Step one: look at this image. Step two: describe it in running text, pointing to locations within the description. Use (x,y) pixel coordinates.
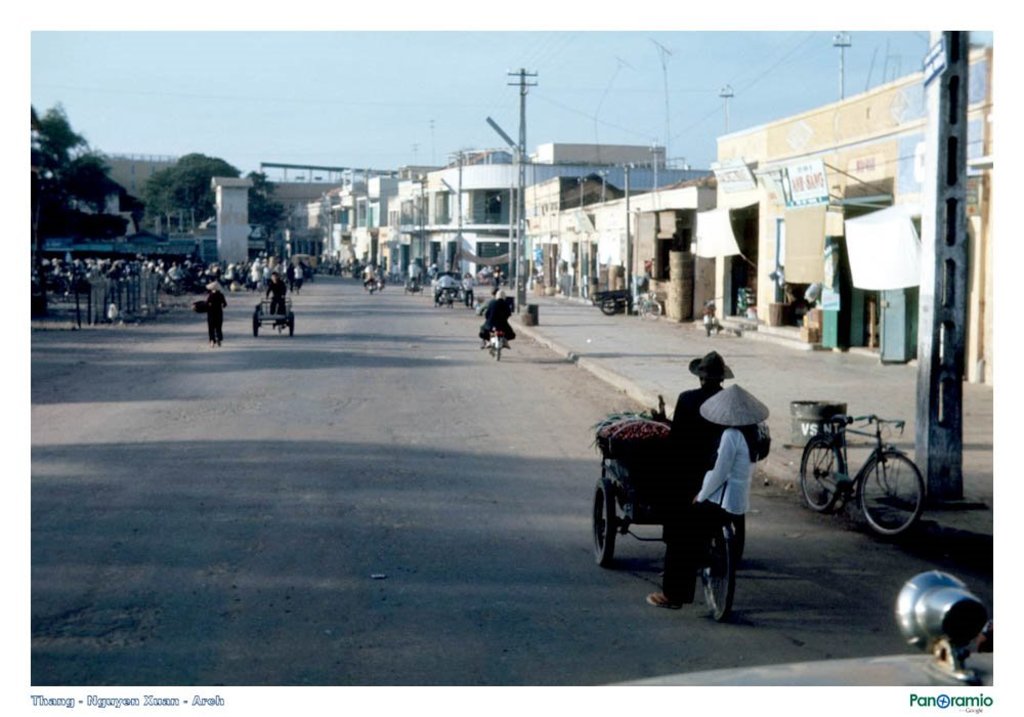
In this picture we can see some people (192,261) are standing, there are some people (444,279) riding bikes (501,349), we can see rickshaws (276,324) in the middle (635,467), on the right side (836,169) there are buildings (705,195), poles (524,179) and wires (528,93), on the left side (185,196) we can see trees (180,197), there is the sky (250,114) at the top of the picture (321,91), at the right bottom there is some text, we can also see a bicycle (846,481) on the right side (841,483).
